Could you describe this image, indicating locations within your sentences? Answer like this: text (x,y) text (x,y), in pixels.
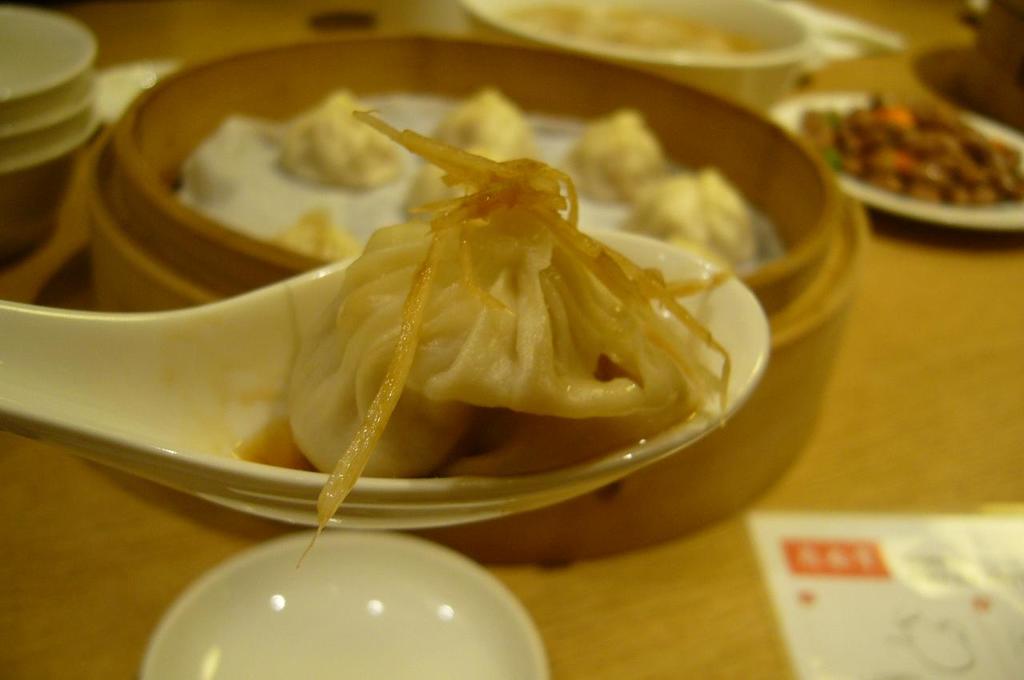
In this image we can see few bowls (816,177) with food item (853,132) and a paper (946,605) on the table (865,344) and there is a food item (546,327) on the spoon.
